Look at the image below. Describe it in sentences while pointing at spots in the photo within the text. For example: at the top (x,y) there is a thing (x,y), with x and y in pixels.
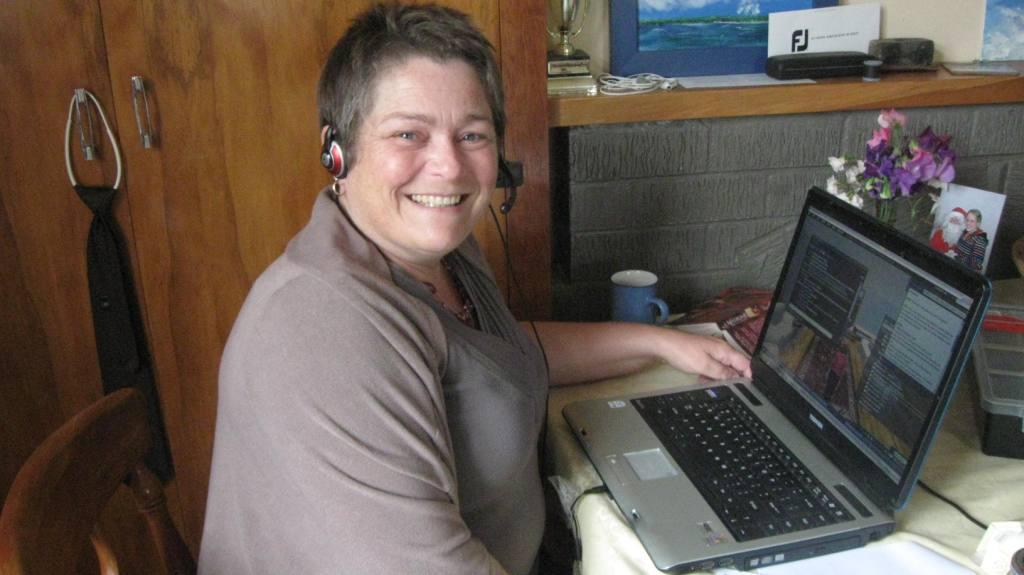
In this picture I can observe a woman (349,431) sitting in the chair (74,442) in front of a table (654,376) on which I can observe laptop (874,347), flower vase (909,201) and a cup (643,295). Woman (437,293) is smiling. In the background (41,127) I can observe a cupboard (199,108) which is in brown color.
